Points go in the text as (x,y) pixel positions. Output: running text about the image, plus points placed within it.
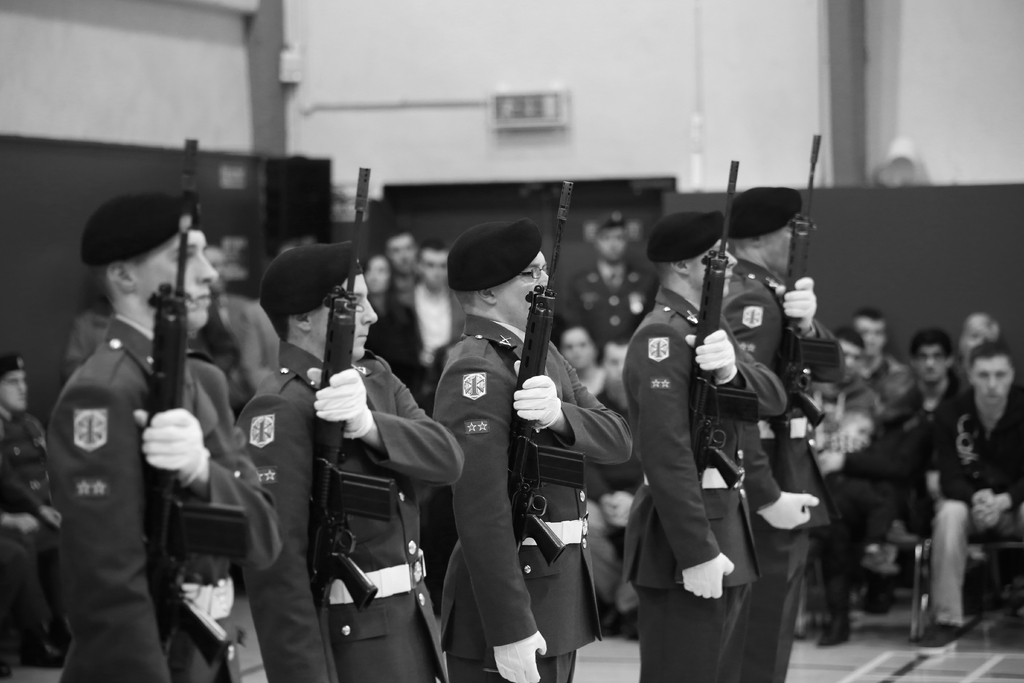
This picture describes about group of people (599,335), few are sitting, few are standing and few people (452,367) holding guns (345,333), it is a black and white photography.
